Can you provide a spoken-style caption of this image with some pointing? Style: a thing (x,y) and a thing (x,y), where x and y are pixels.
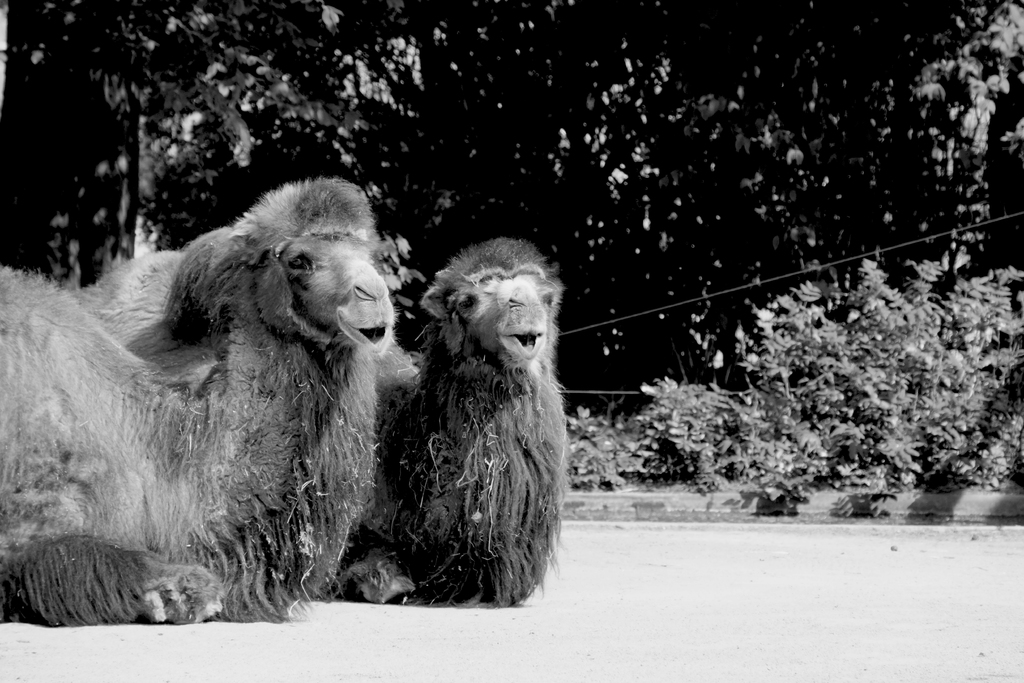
In this picture we can see animals (419,490) on the ground (665,543) and in the background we can see trees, plants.
